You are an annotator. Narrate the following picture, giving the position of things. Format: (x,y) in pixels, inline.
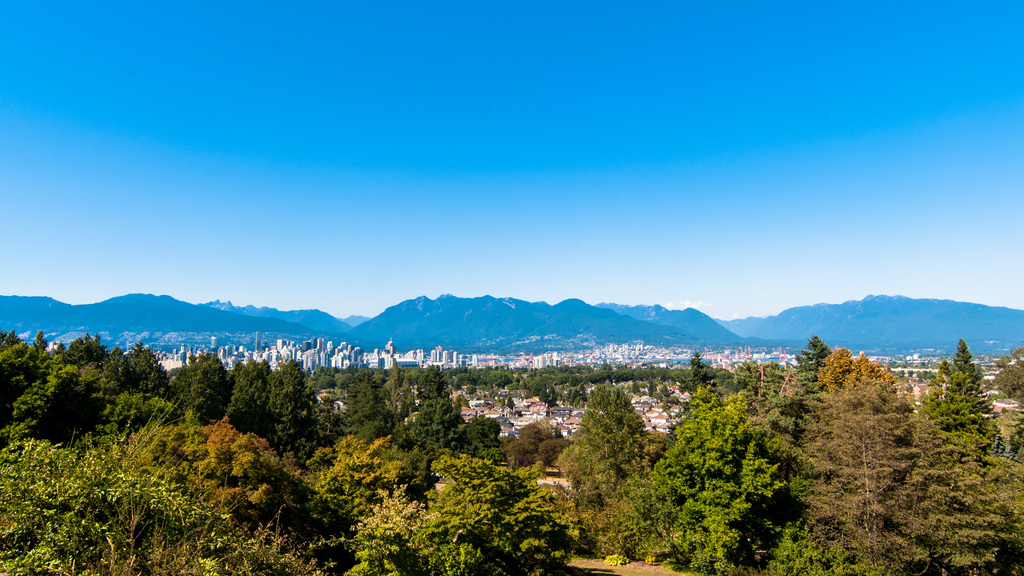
In this picture we can see trees (235,461) in the front (512,470), in the background (276,348) there are some buildings (288,358) and hills (451,323), we can see the sky (477,181) at the top of the picture (455,162).
